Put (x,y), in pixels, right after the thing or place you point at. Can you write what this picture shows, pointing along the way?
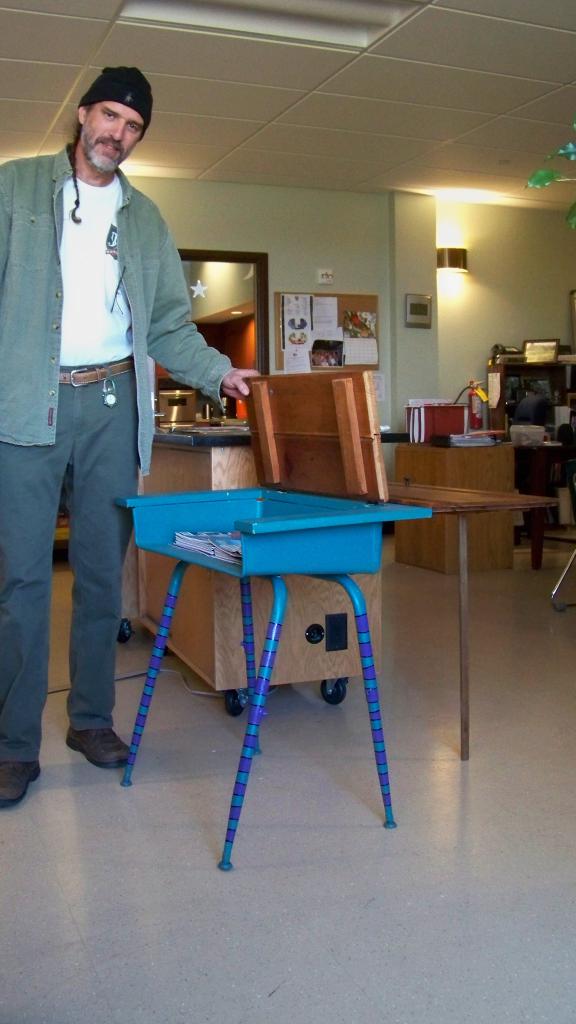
In the image we can see there is a man (76,374) who is standing and he is holding the upper part (311,376) of the study table (317,477).
